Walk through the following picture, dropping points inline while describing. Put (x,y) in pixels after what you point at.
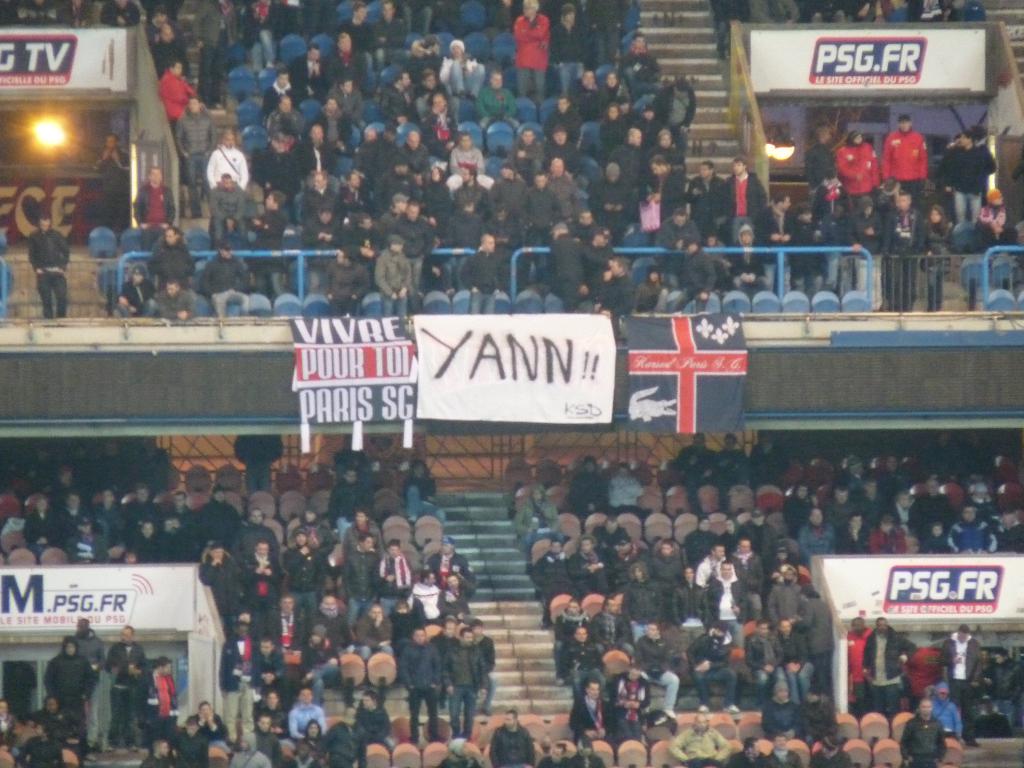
In the picture I can see a group of people (460,51) in the stadium stands (471,114). I can see a few of them sitting on the chairs (313,308) and a few of them standing on the floor (608,681). I can see the flag (740,372) in the middle of the image (403,319). There is a light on the top left side of the picture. I can see the staircase (504,520) in the stands (599,302).
